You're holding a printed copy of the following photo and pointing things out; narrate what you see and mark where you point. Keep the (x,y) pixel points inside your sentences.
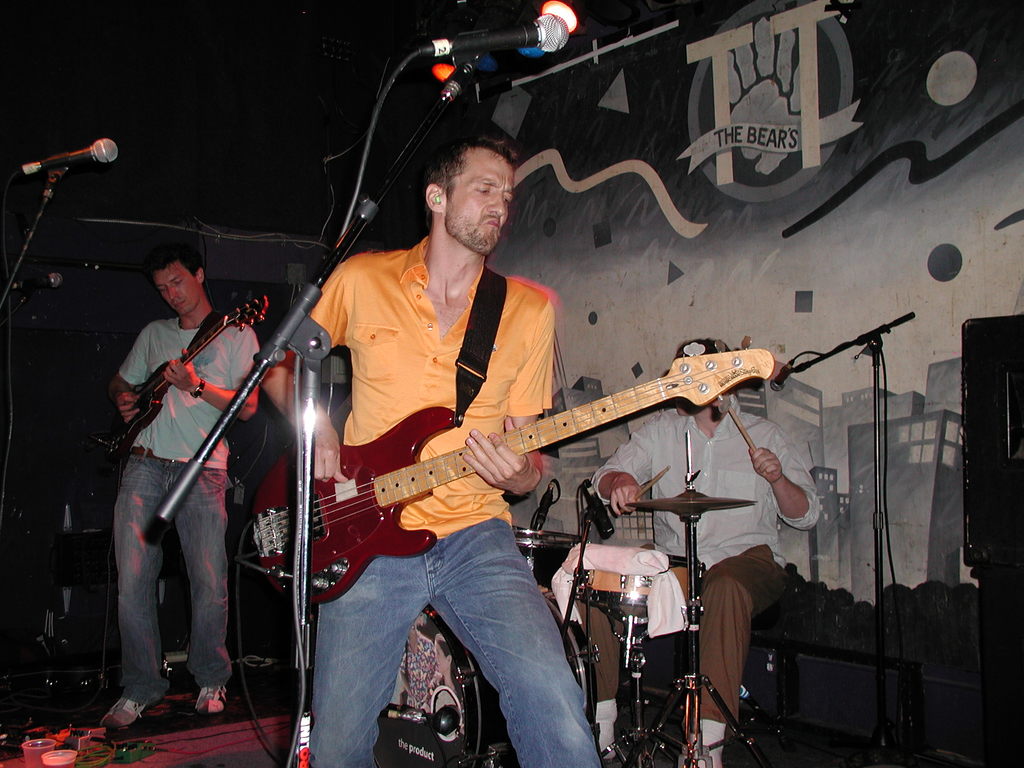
It is a music show in the cafe (638,166). A person (457,334) who is wearing orange color shirt (394,387) is playing a guitar (354,539), the person (760,463) behind him is playing the drums (664,506) and to his left side a person (224,342) who is wearing blue color shirt (207,345) is also playing a guitar (157,390) there are two sorry, three mikes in front of each of them and in the background (855,479) there is a wall (707,168) and some paintings (829,64) on it.
